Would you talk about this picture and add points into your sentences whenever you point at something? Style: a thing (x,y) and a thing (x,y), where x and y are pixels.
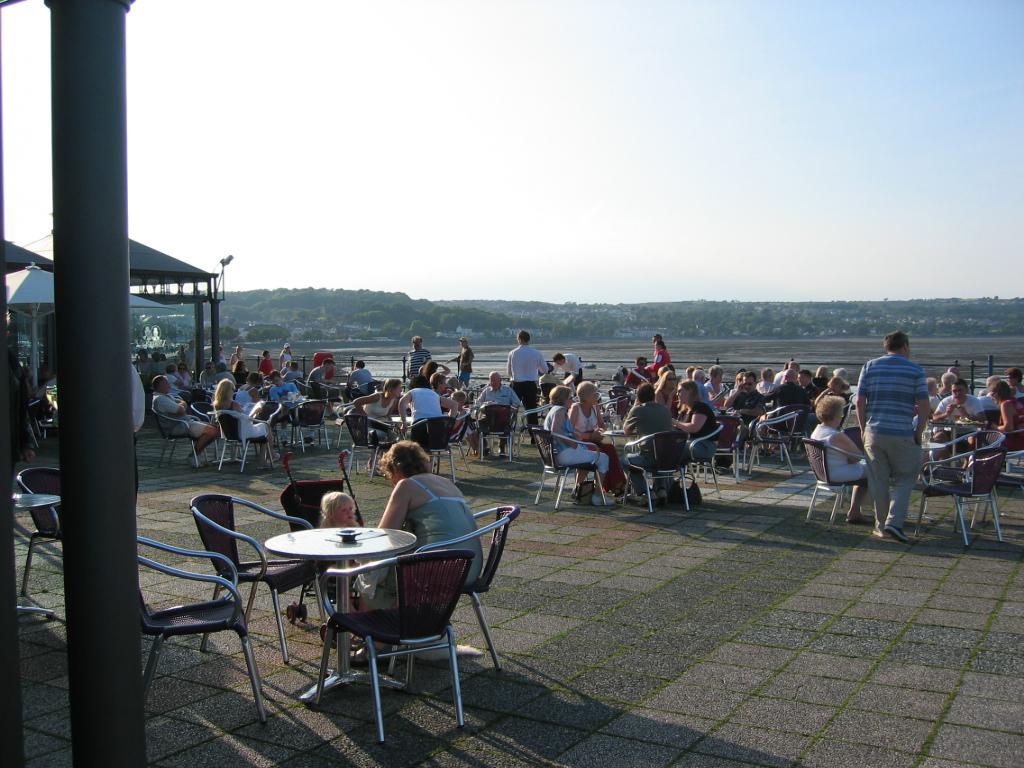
In the picture I can see people (566,464) among them some are standing on the ground (769,460) and some are sitting on chairs (420,556) in front of tables (367,528). Here I can see a pole (96,456), chairs (184,577), objects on tables (339,596). In the background (344,188) I can see the sky (516,203), trees (593,322) and some other objects (348,332).
